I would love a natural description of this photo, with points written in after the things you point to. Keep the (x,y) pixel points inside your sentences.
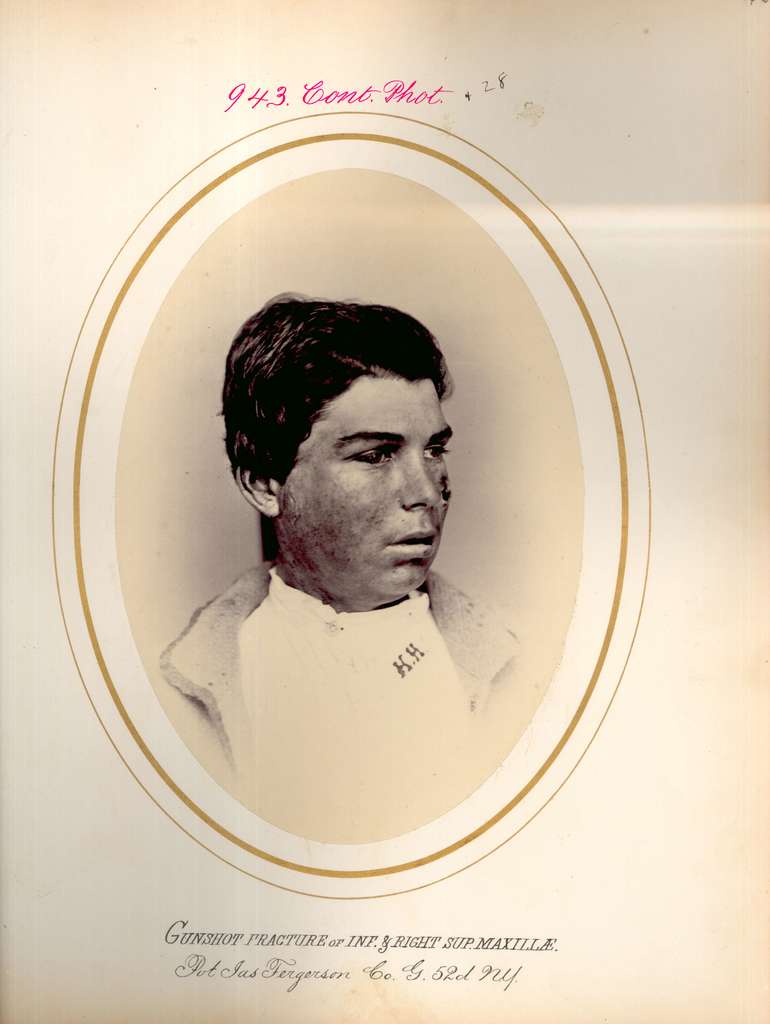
In this image we can see a man (313,699). At the top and bottom portion of the picture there is some information (454,950).
